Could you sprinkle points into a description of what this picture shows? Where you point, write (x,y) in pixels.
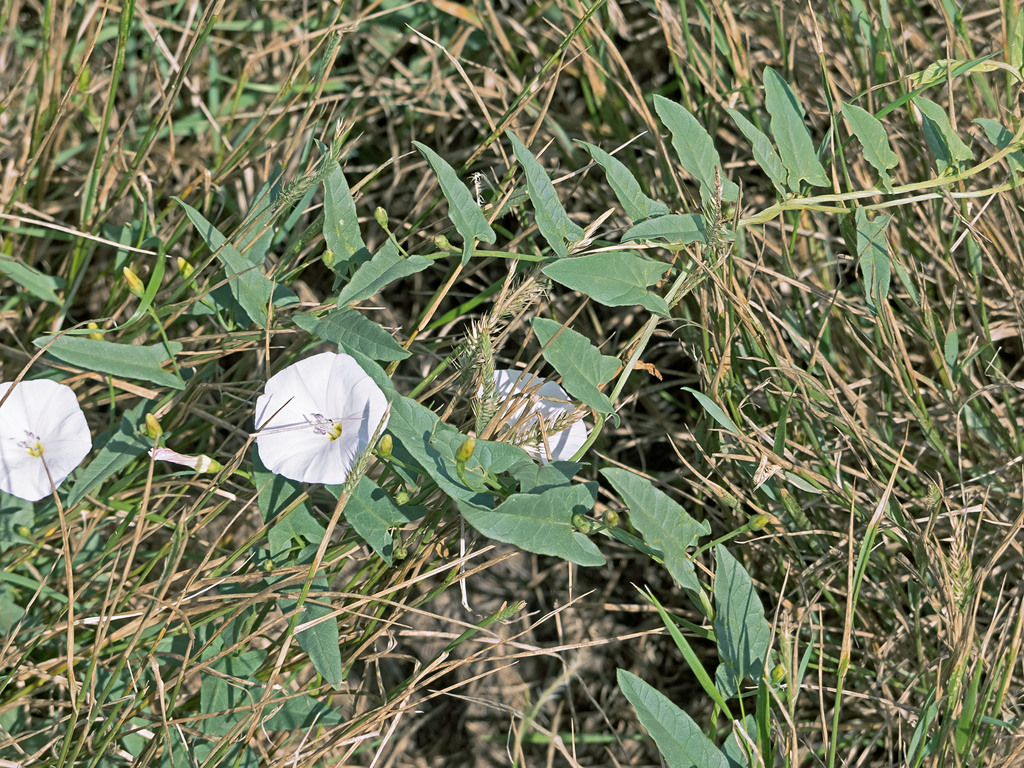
In this image I can see few flowers (182,266) in white and yellow color and plants (456,259) in green color.
